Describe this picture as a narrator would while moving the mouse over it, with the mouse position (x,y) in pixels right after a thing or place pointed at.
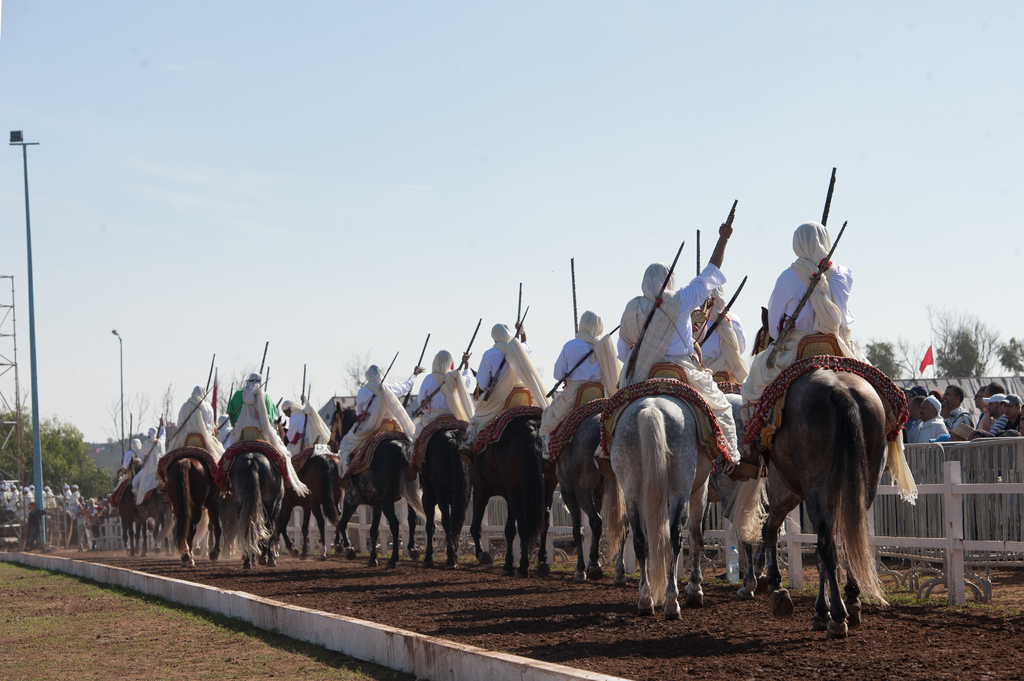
In this image, there are a few people (916,416). Among them, we can see some people (800,269) are holding objects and riding horses (785,420). We can see the ground (772,670), some grass (52,613) and the fence (987,514). There are a few trees (951,338), poles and a tower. We can also see the sky (253,217).
